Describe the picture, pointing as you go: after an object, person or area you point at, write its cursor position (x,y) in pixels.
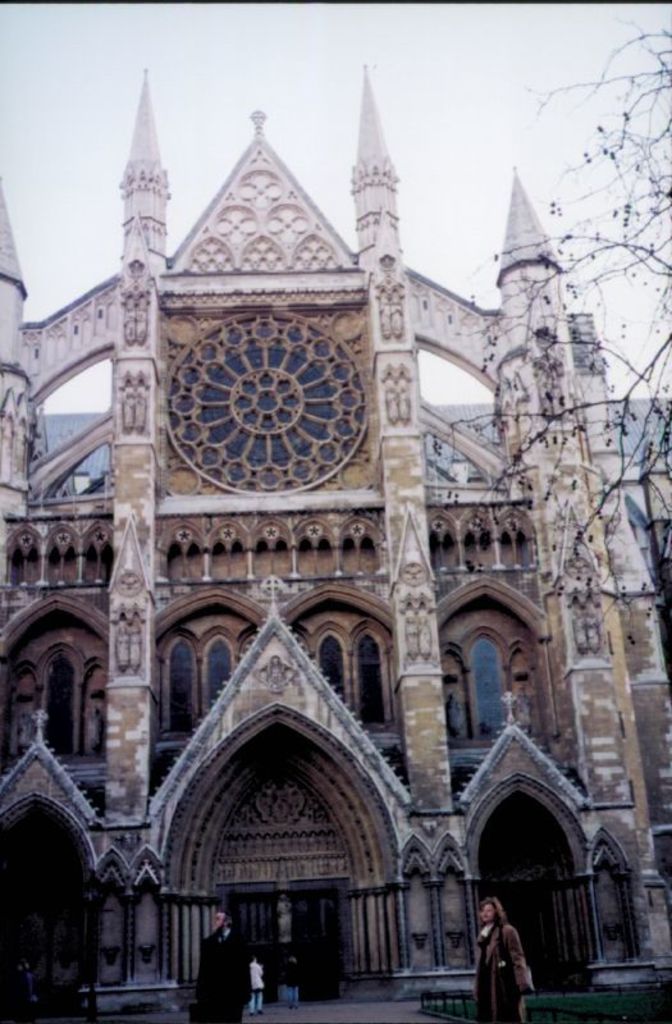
In this picture we can see a tree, building (525,428) with windows (53,656) and some persons (505,969) standing on the ground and in the background (122,125) we can see the sky (160,73).
